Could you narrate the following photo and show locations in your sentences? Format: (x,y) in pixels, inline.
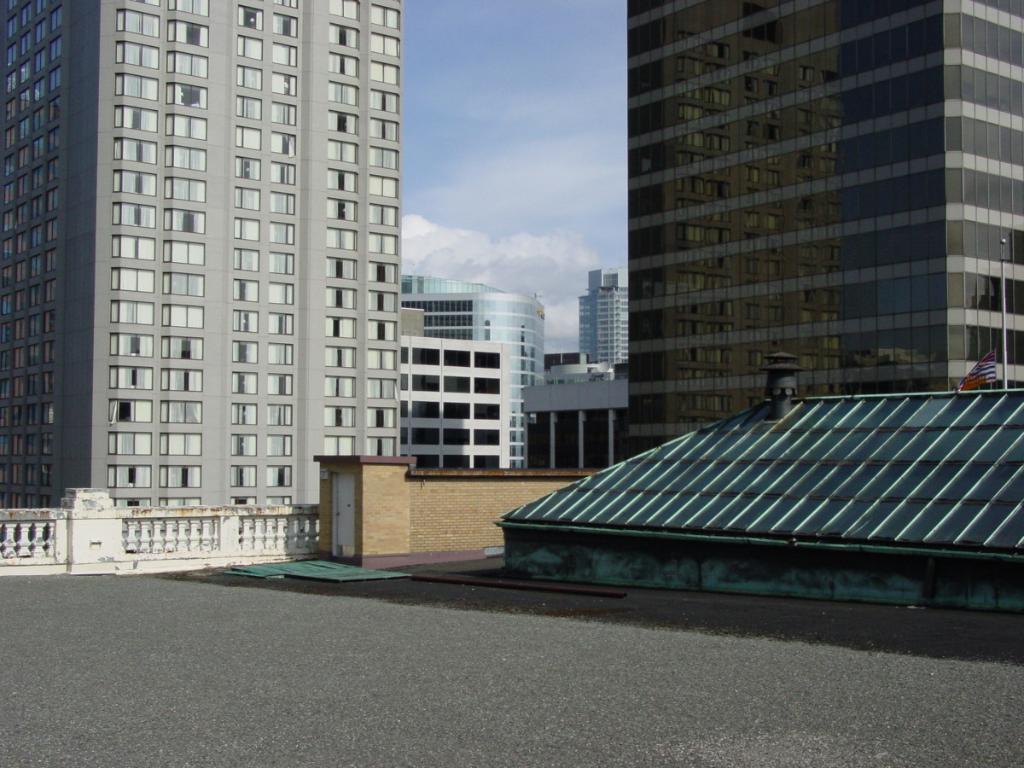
In the image we can see there are building (775,244) and these are the windows (198,415) of the buildings (171,411). Here we can see rooftop (494,697), fence (212,543) and the cloudy sky (441,189). Here we can see the pole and the flag (992,371).
